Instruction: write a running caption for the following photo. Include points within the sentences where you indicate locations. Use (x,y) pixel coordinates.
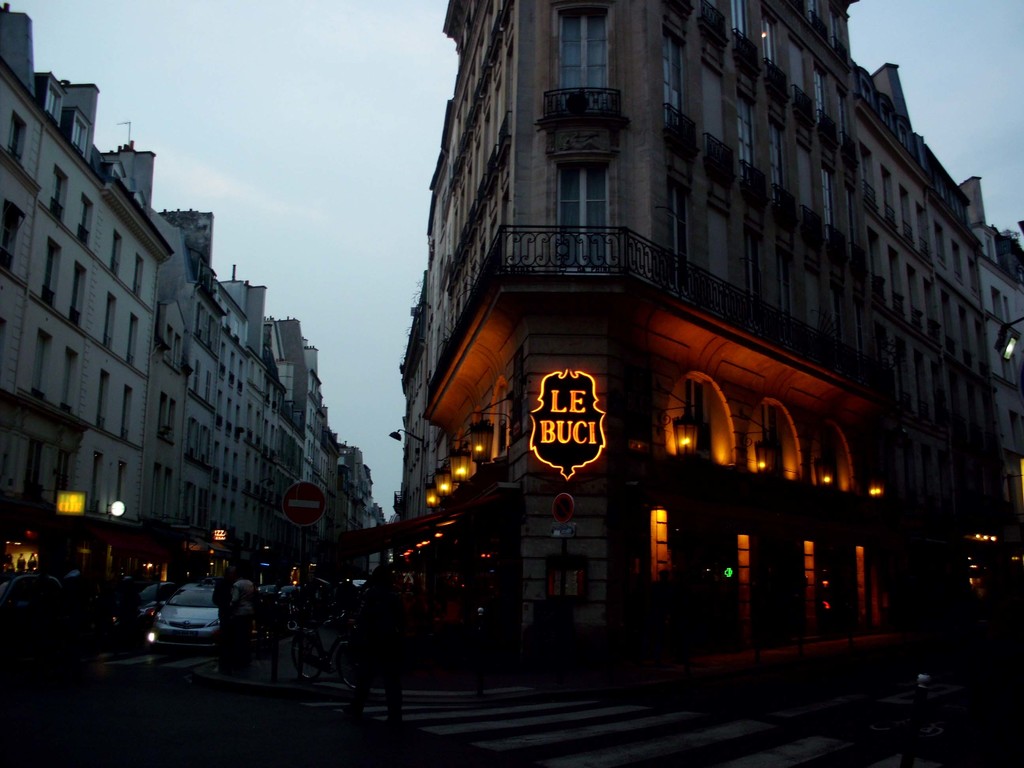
In this picture we can see group of people (401,605), few sign boards (295,500) and vehicles (168,624), in the background (532,533) we can find few buildings (343,516) and lights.
